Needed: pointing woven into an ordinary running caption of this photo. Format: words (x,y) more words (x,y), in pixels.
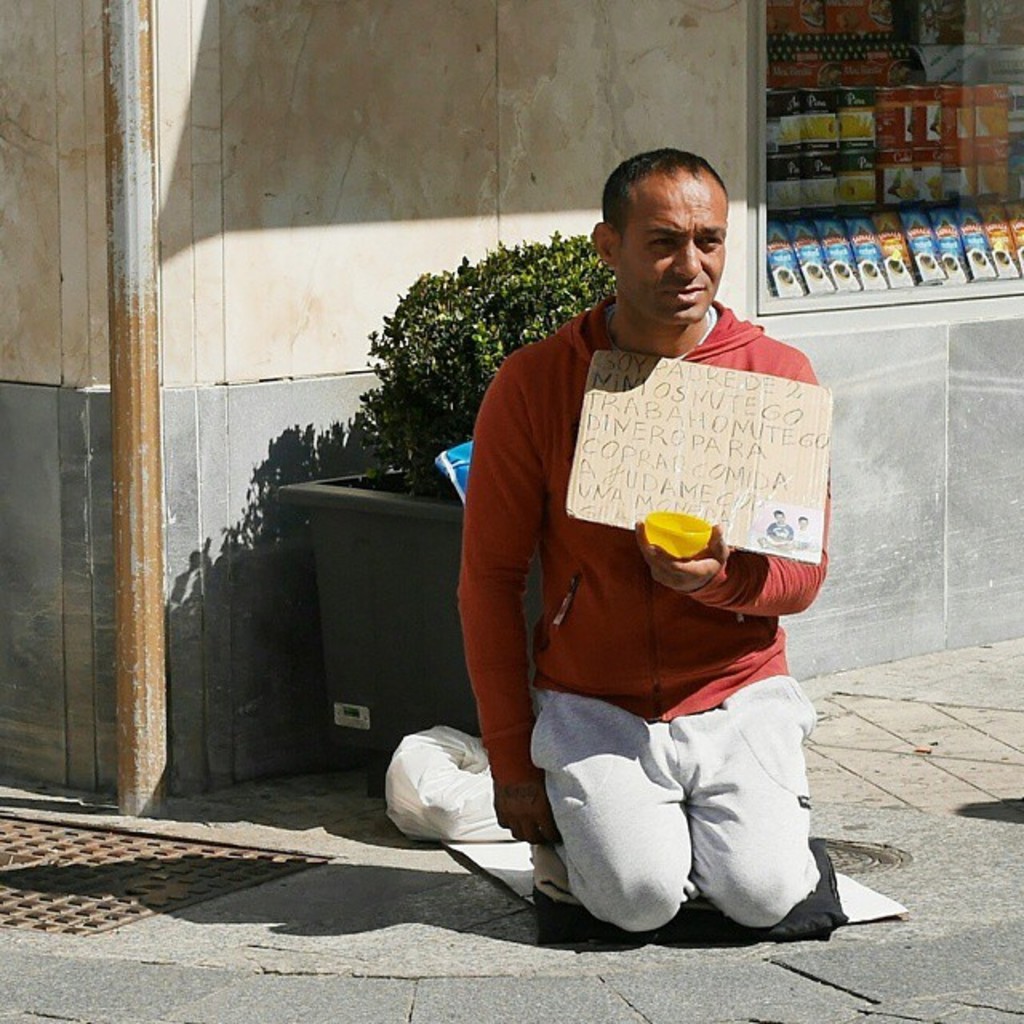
In this image we can see this person (804,823) wearing an orange color sweater (645,610) is sitting on the floor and holding a board (713,471) and a bowl (651,528) in his hands (720,565). In the background (416,558), we can see flower pot (374,523), wall (440,42) and glass window (845,129) through which we can see a few things (887,228).
